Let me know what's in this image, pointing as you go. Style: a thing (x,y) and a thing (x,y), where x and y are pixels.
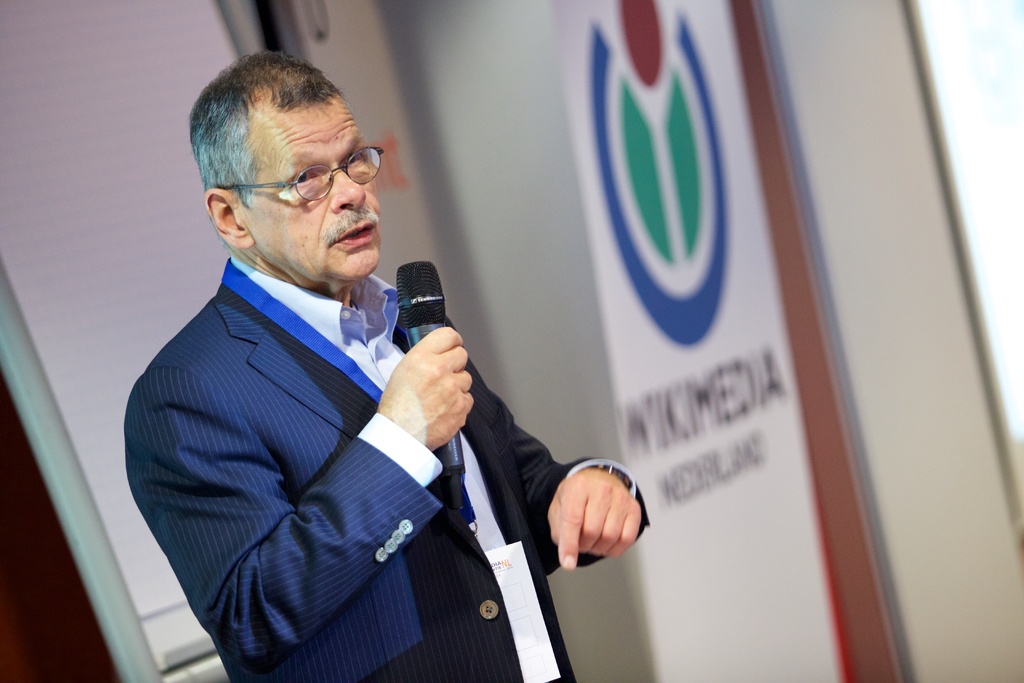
In this image one person (461,366) is holding the mike (416,317) and he could be speaks and behind the person (254,500) one big poster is there and the person (395,466) is wearing white shirt (380,361) and blue coat (267,556) and watch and specs (329,186) and background (154,236) is white.
